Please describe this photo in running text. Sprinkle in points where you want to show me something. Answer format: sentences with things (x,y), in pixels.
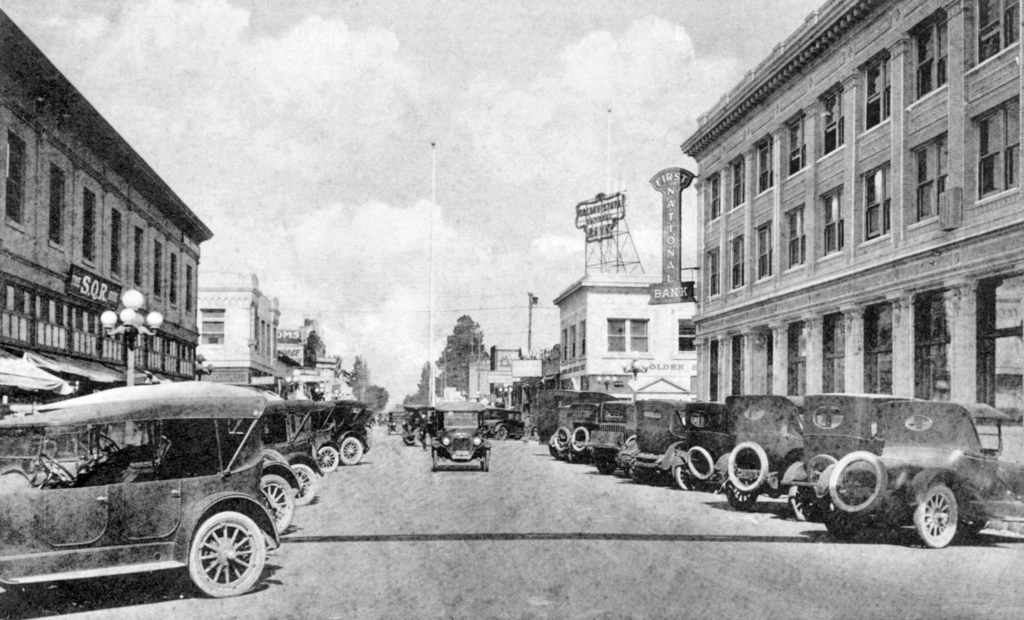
This is a black and white image. In the foreground (268,458) we can see the group of vehicles (456,427) and we can see the buildings (151,287) and some boards (615,194) on which the text (609,205) is printed. In the background (346,233) there is a sky (508,101), trees (454,344) and poles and some other objects (160,320).
